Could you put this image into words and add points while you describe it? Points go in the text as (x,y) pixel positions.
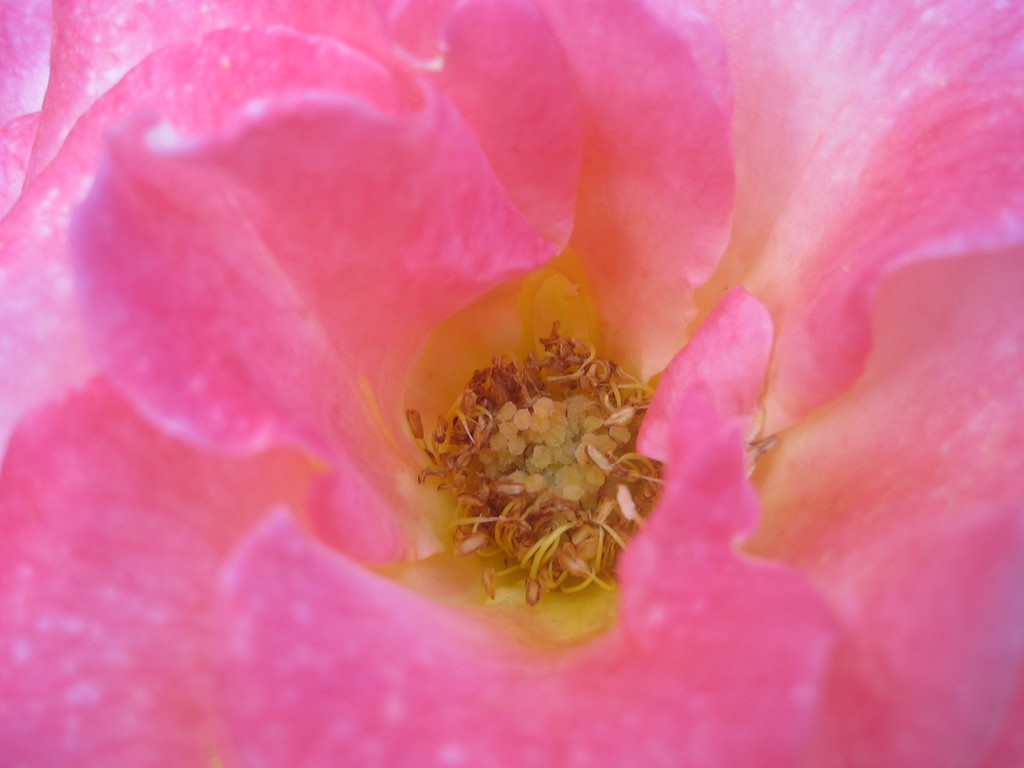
This picture shows a flower (272,283). It is pink in color.
